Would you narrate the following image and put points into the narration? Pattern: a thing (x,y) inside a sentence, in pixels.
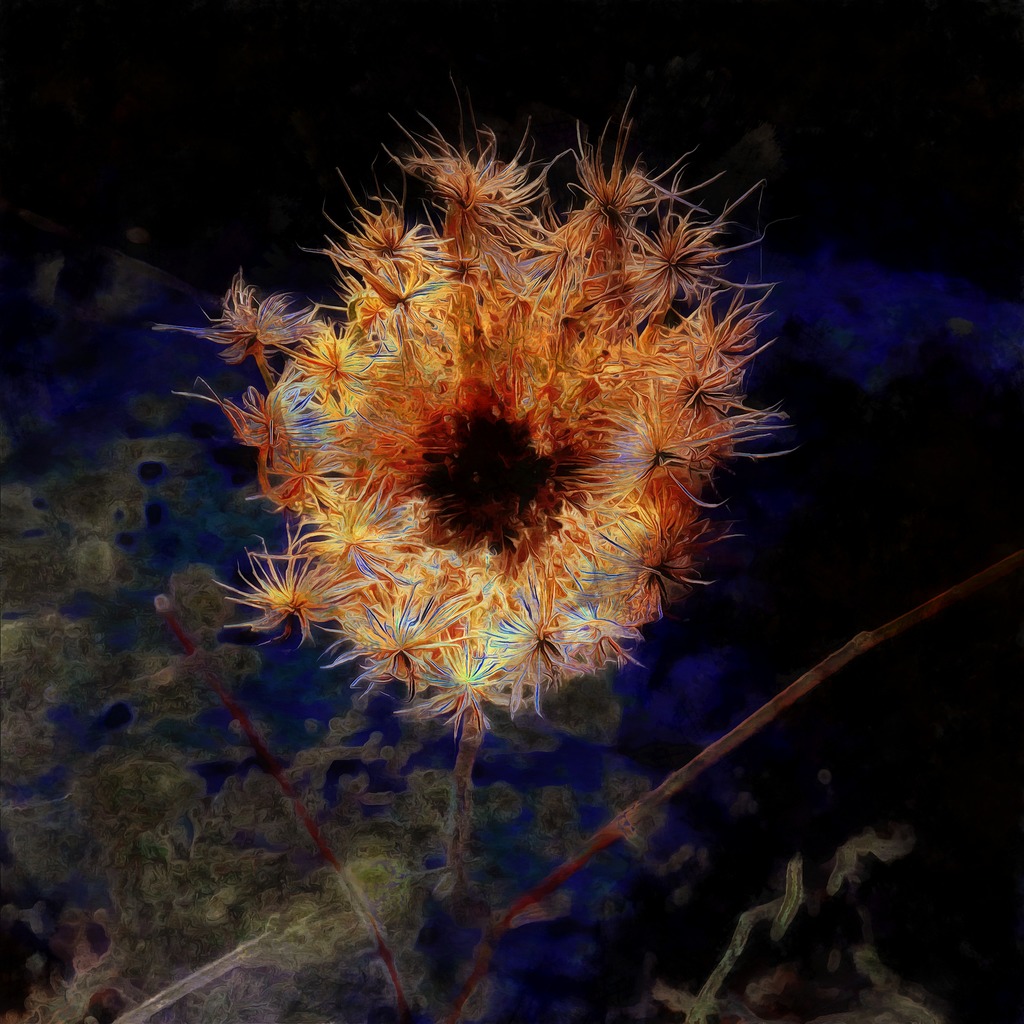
In this picture I can see the flower (591,406) under the water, beside that I can see some other objects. At the top (551,42) I can see the darkness (477,88).
